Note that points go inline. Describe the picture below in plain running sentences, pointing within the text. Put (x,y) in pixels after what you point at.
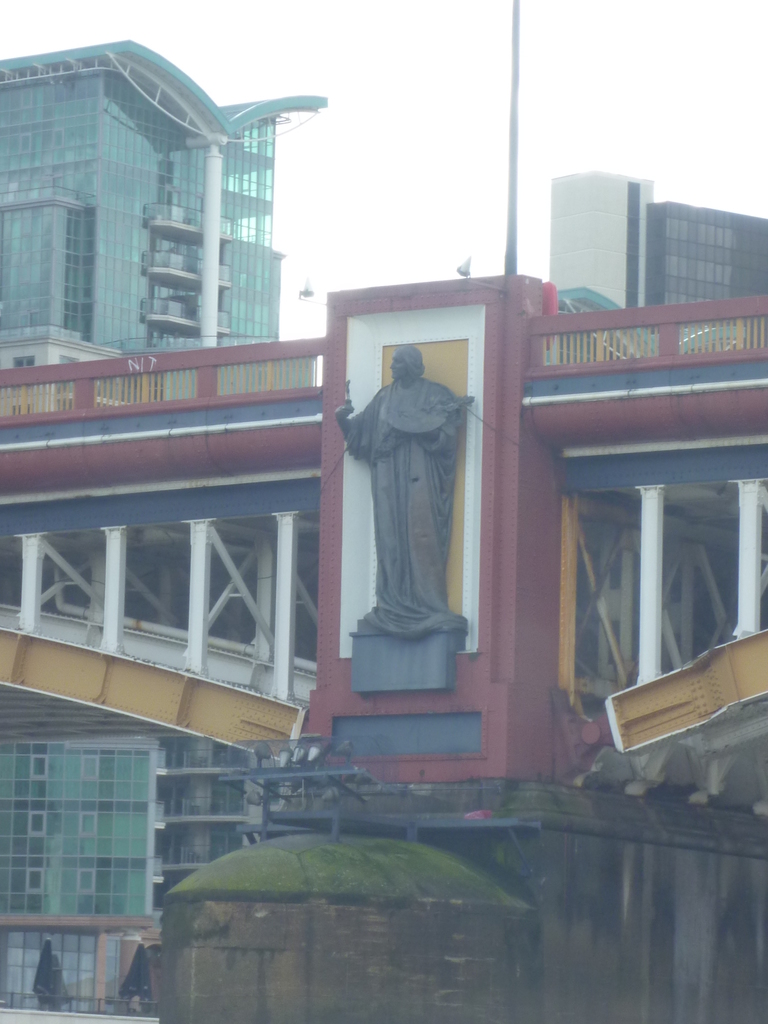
This picture shows few buildings (34,99) and we see a bridge (549,594) and a statue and we see a cloudy sky (563,63).
